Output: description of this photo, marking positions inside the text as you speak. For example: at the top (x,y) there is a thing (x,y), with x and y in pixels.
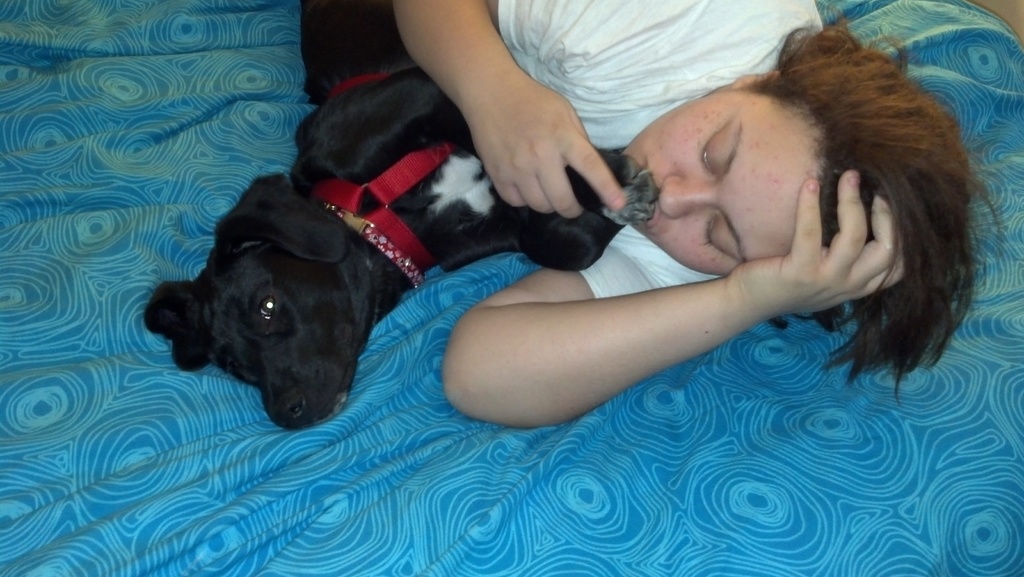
In this image there is person (680,179) lying and holding the dog (384,160). There is a black dog (359,306) lying beside the woman (530,92).
